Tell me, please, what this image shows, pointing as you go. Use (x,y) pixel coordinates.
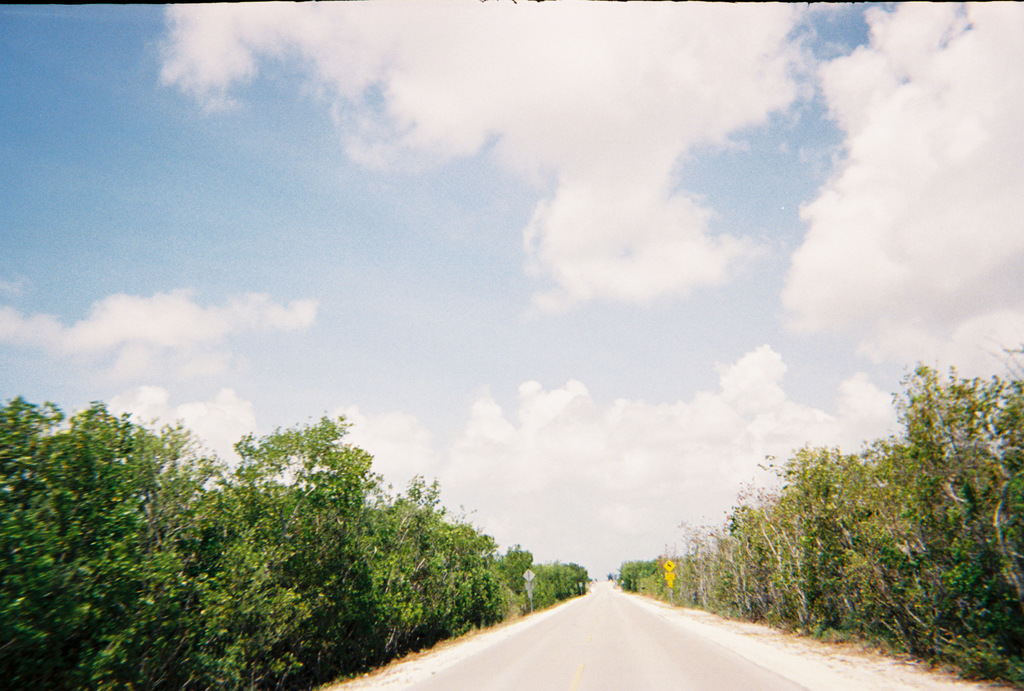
In this image we can see a road (591,661). There are two sign boards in the image There are many plants (874,535) in the image. There is a blue and cloudy sky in the image.
